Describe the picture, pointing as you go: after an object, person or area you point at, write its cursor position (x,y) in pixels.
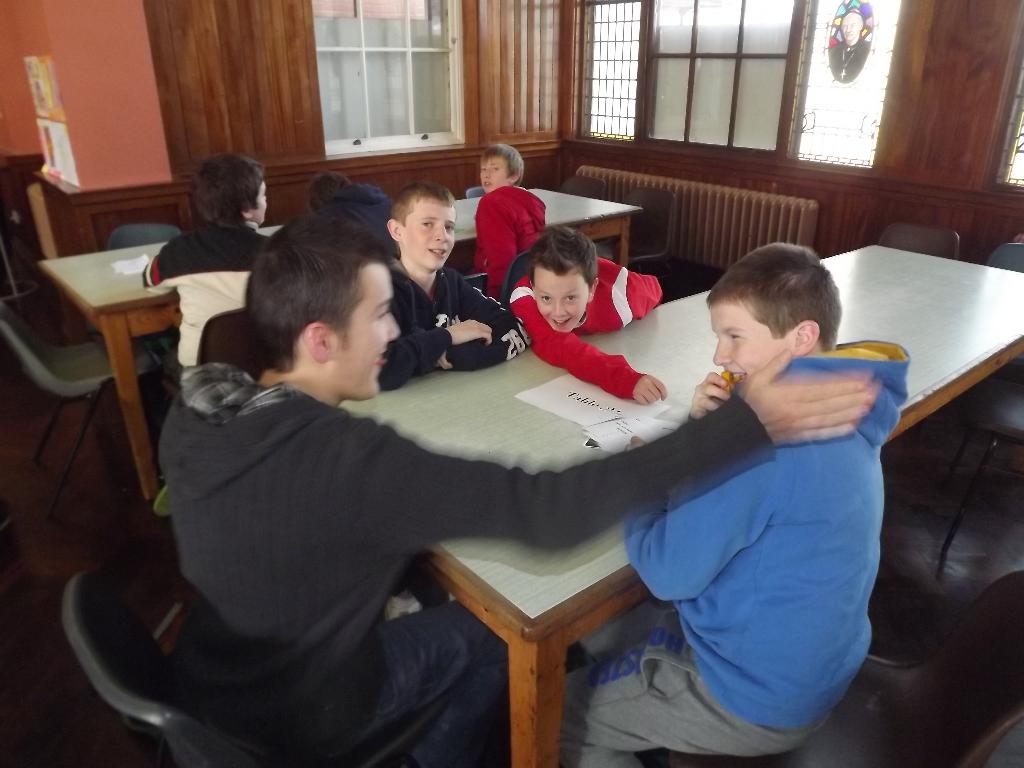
In the image in the center (579,276) we can see few persons (558,288) were sitting around the table (495,557). And they were smiling and coming to the background (502,87) we can see window (380,68) and wall (114,94).
